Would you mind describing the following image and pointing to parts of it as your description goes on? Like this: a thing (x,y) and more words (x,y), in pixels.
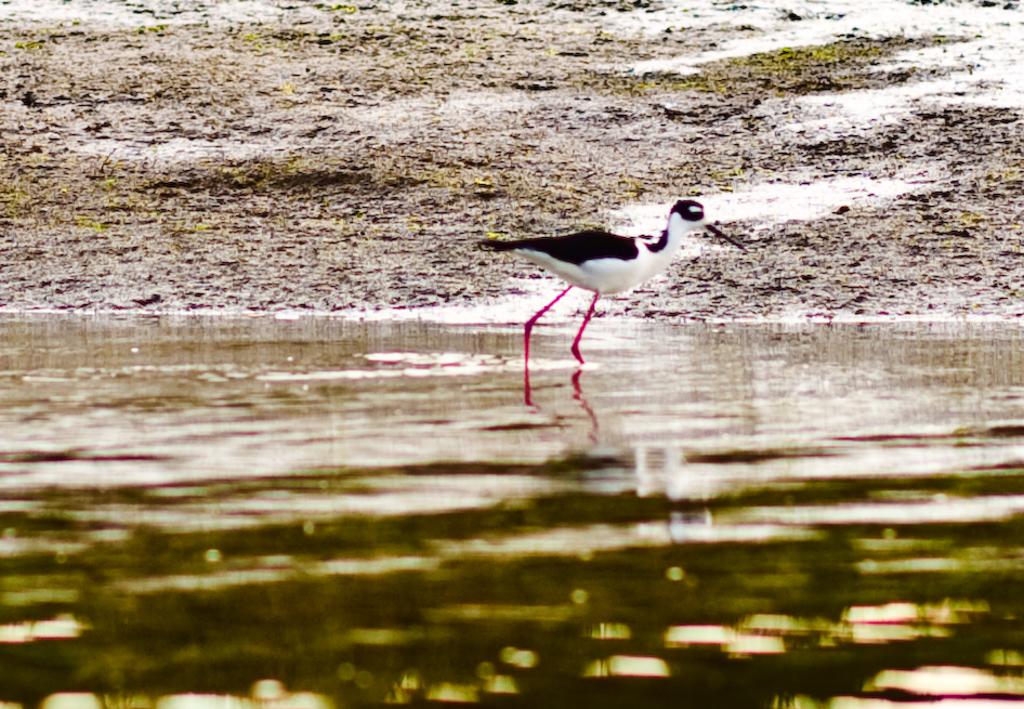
There is a stilt (595,251) on the water (11,432). There is land (169,118) at the back (185,165).
